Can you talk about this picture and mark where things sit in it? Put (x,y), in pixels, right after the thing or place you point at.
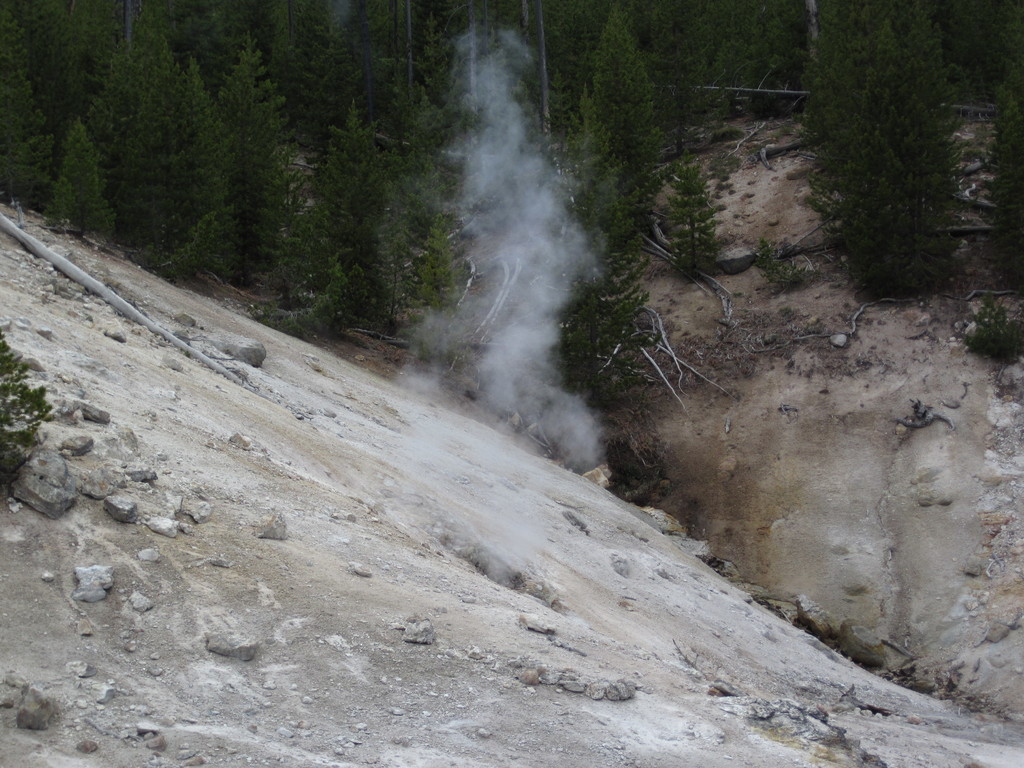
In this picture we can see some trees (229,265) and hills (783,330).
